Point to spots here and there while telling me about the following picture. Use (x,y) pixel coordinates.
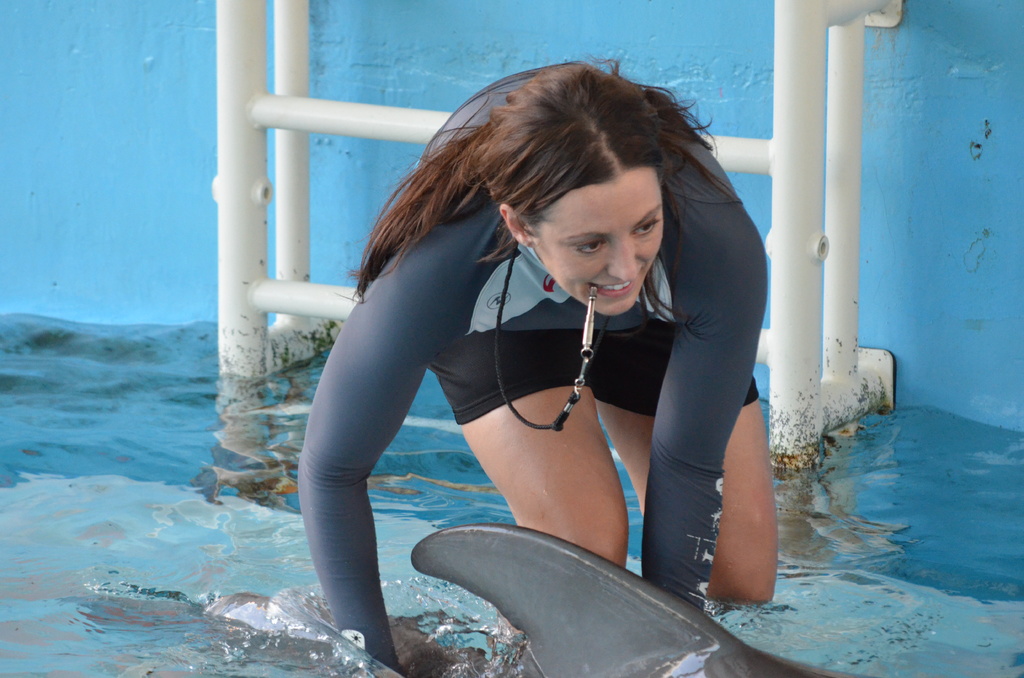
In this picture there is a lady (726,272) at the center of the image (582,245), this picture is taken in the water (124,493) and there is a ladder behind the lady (534,457) and the lady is touching the dolphin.
